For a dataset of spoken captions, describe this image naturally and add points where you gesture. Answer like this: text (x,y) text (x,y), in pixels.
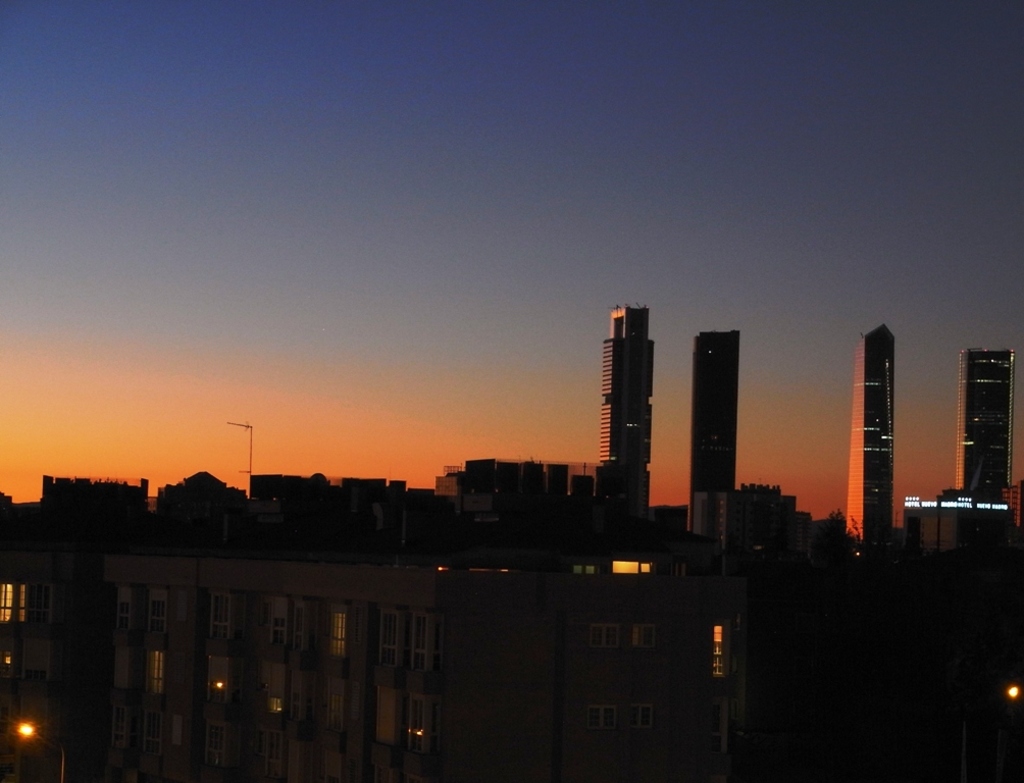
There are few buildings (570,581) and there are four tower buildings (884,395) in the background (872,405).
